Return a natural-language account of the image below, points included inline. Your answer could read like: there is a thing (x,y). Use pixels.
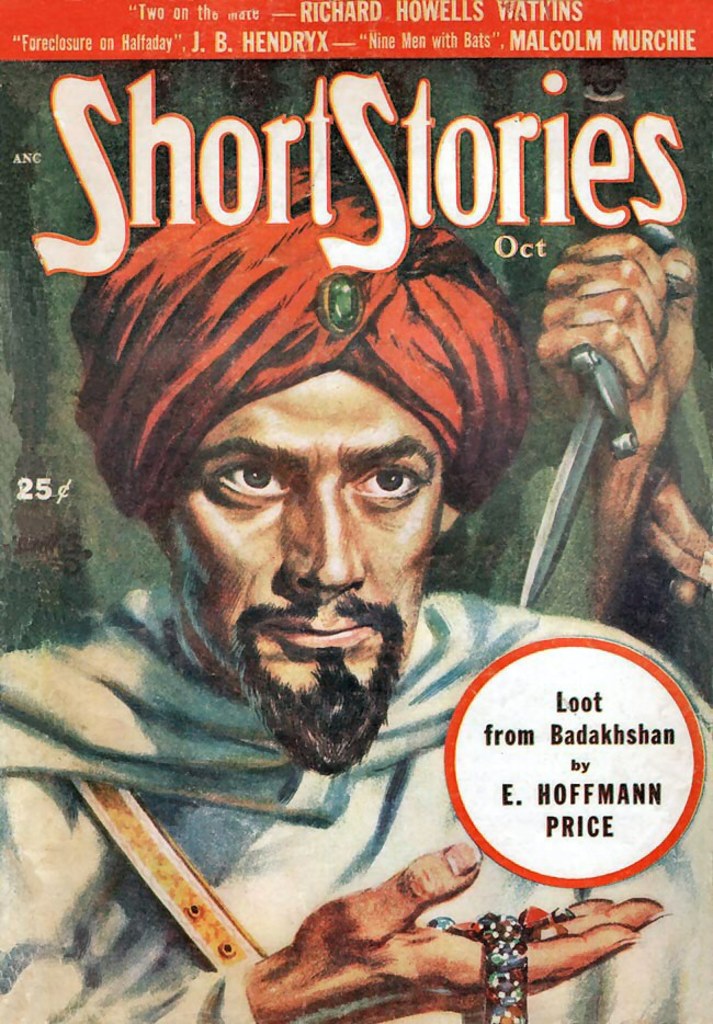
This is an animated image in which there is a person (264,685) and there is some text (286,190) written on it.
